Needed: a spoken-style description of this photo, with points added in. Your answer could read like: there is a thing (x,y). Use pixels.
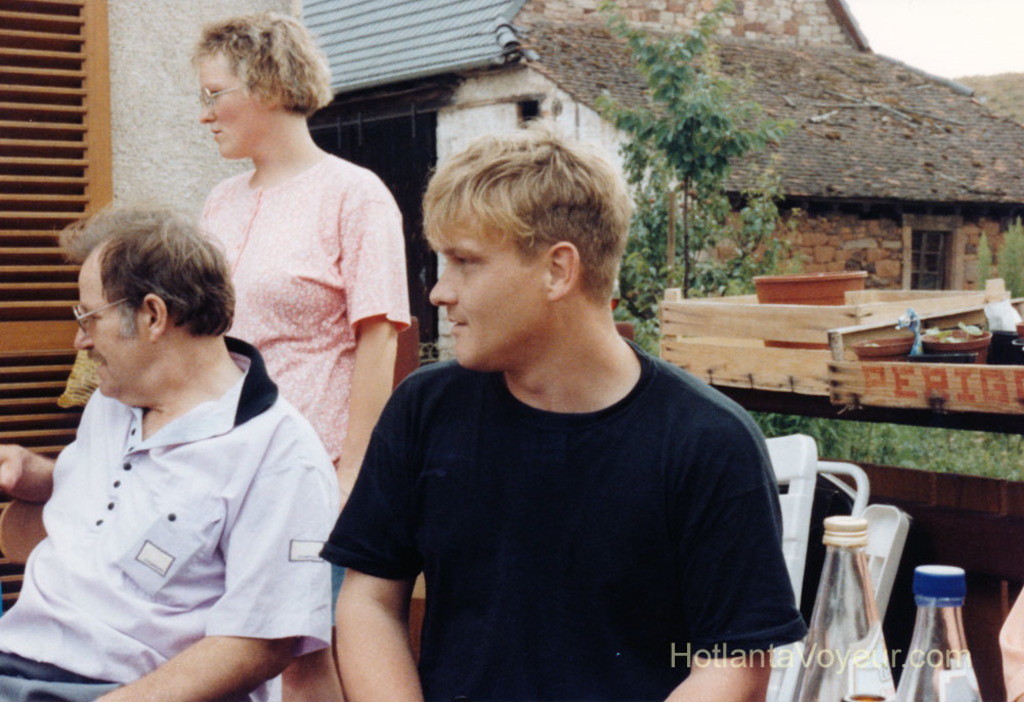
Here we can see 3 people (522,259), two of them are sitting on chairs (797,669) and the lady (262,145) is standing behind them, the bottom right side (945,659) we can see a couple of Bottles (951,572) And behind them there is a house (959,195) and there is a tree (643,59) in front of the house (760,175).
